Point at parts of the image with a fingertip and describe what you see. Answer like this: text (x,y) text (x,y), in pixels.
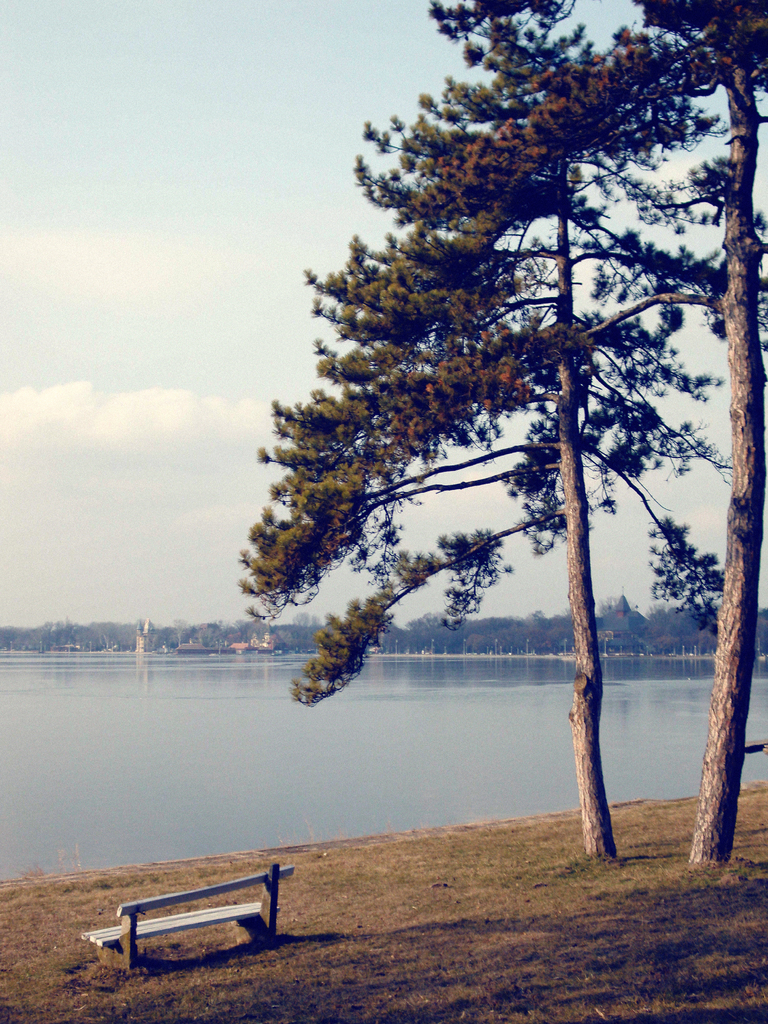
In this image I can see trees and a bench (222,887) on the ground (501,947). In the background (313,709) I can see the water (229,742) and the sky (108,389).
